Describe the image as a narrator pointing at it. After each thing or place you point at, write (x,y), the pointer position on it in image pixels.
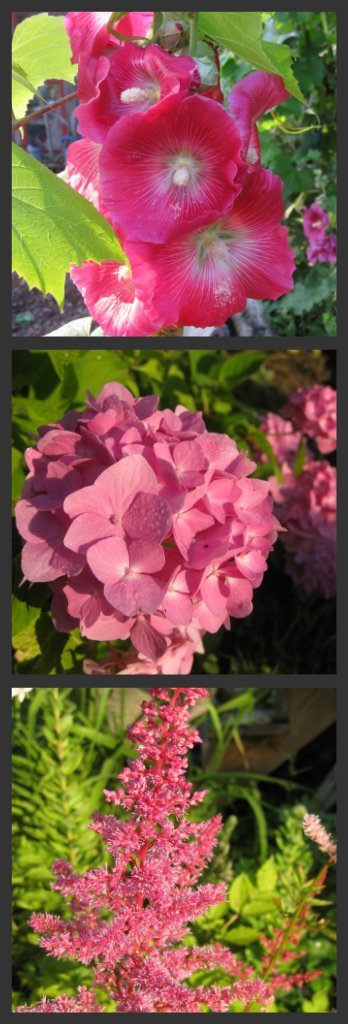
In this image we can see collage of picture In which we can see group of flowers (123,287), leaves (52,244) and plants (230,791).
